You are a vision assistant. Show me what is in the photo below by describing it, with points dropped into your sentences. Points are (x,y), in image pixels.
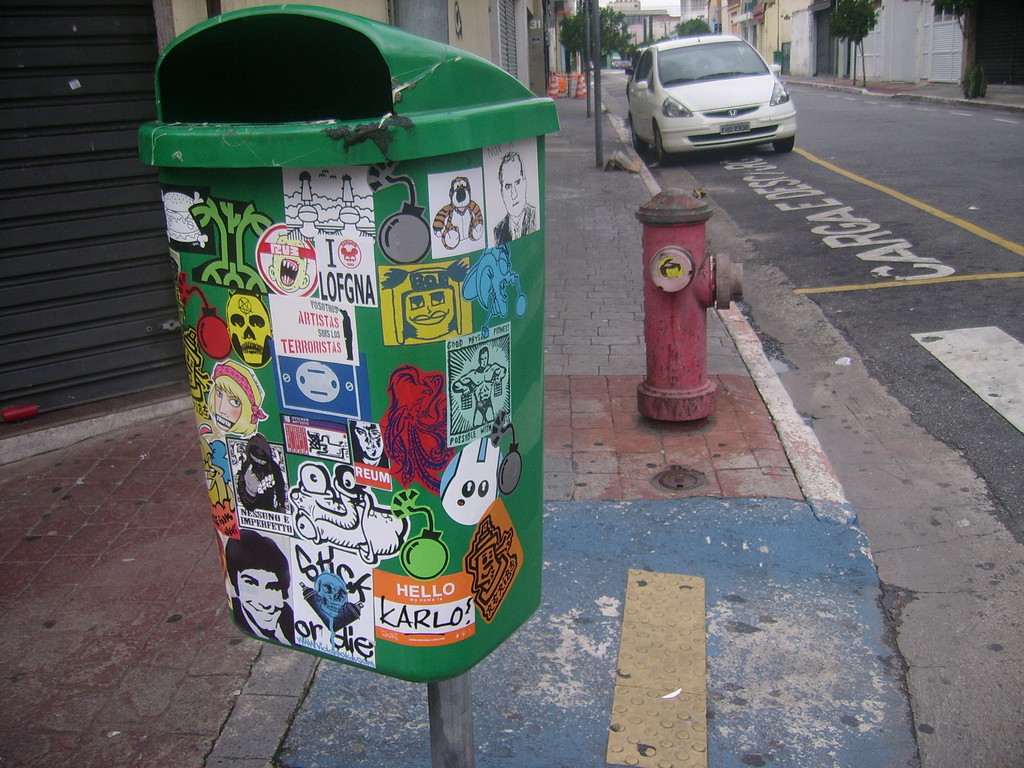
In this picture there is a dust bin (392,270) and a water pump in the center of the image (480,429) and there is a car (759,79) at the top side of the image (640,74) and there are buildings (766,48), trees (856,7), and poles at the top side of the image (527,36).
